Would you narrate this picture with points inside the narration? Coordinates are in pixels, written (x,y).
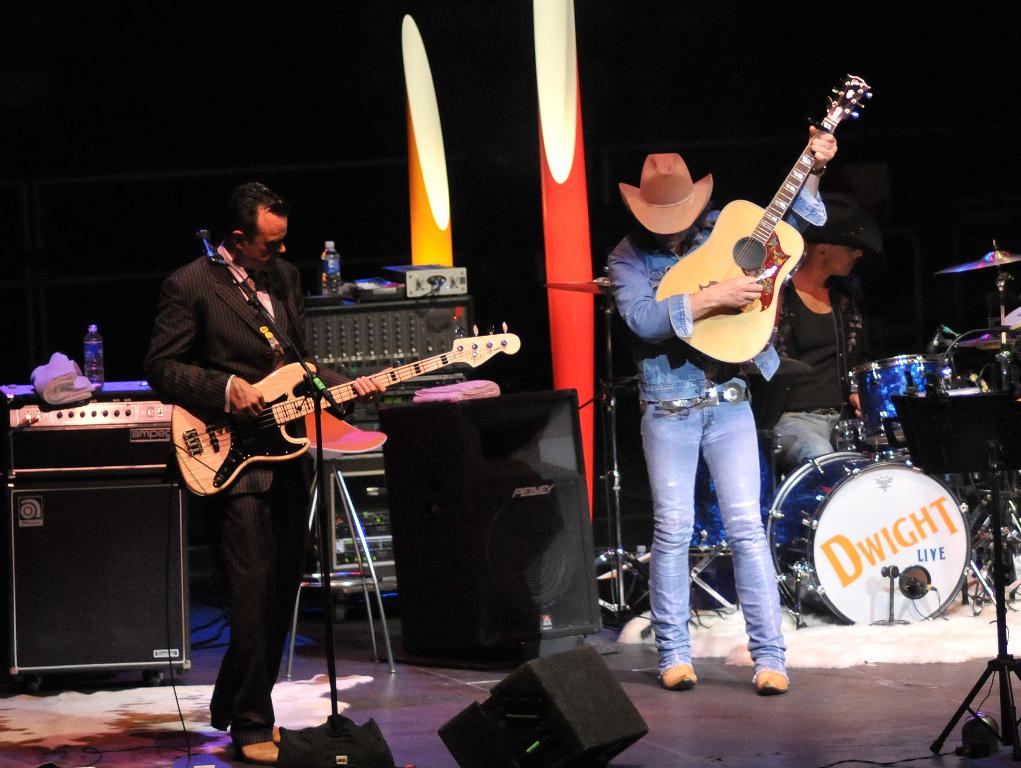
In this picture we can see two persons (719,287) standing on stage (728,641) here the person (253,387) holding guitar (291,405) in his hand (233,385) playing and in front of him there is mic (204,235) and on right side (732,285) person (692,232) same holding guitar (728,320) and playing he wore hat (683,200) and in background (94,327) we can see bottles (86,359), speaker (112,531), light (419,253), drums (881,382), stand (983,428).
